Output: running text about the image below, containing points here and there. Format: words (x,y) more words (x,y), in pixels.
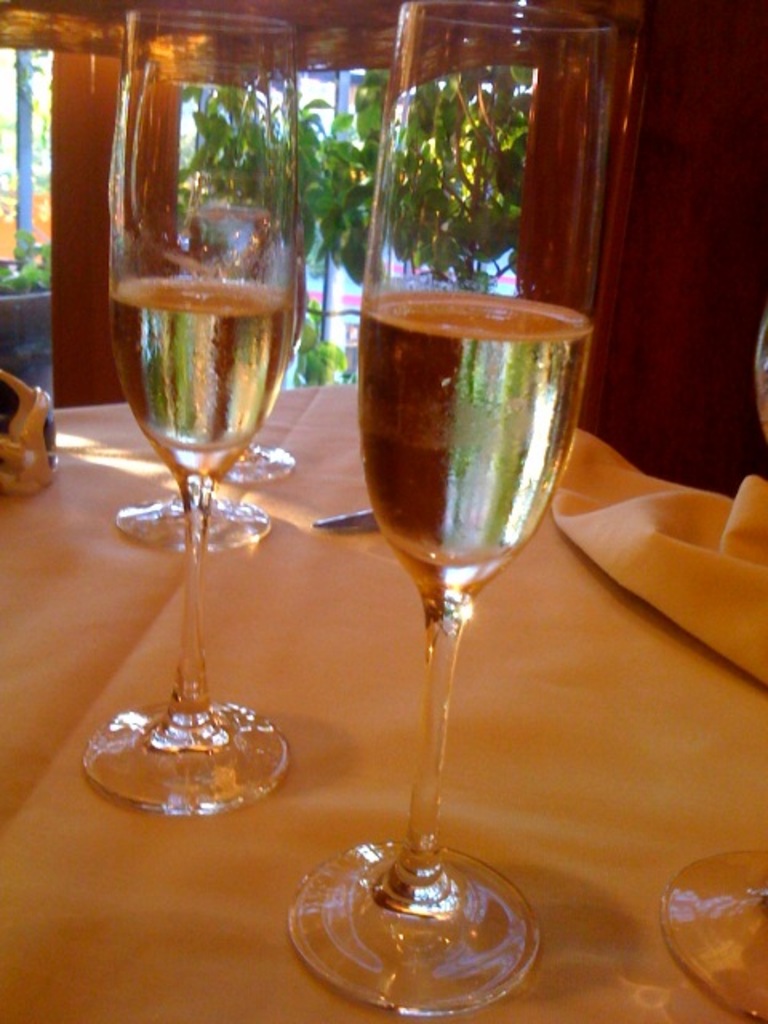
As we can see in the image there is a table (89,656) and in the background (328,228) there are trees (328,228). On table (177,990) there is a white color and glasses (381,459).
